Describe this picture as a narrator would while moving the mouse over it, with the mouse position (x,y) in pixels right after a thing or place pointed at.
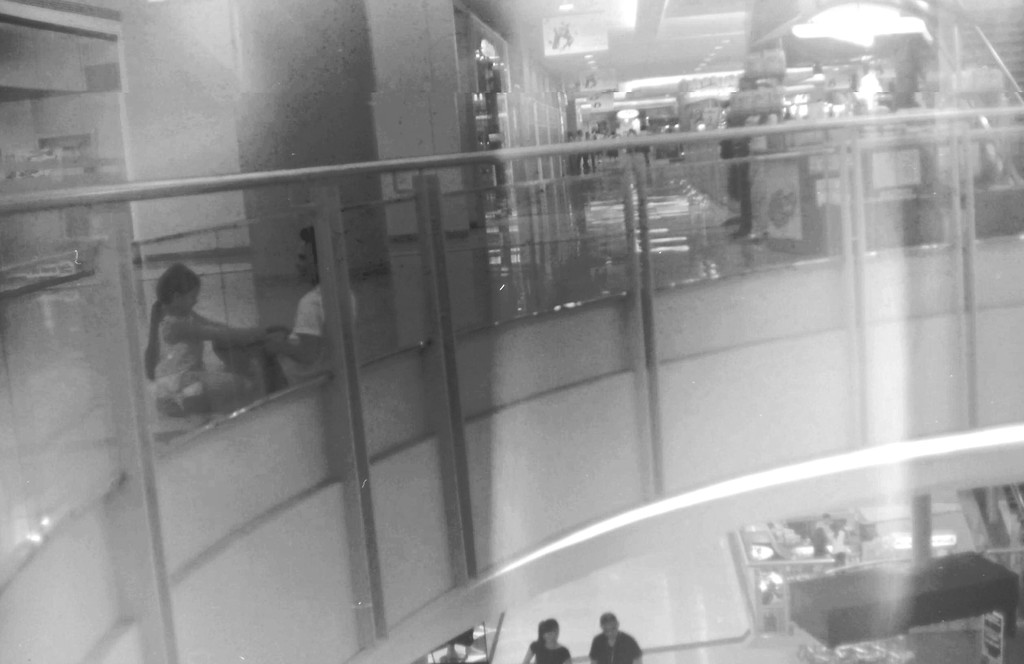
This is a black and white image. This image consists of a building (467,405). On the left side (196,362), I can see a man (309,277) and a girl (165,363) are sitting on the floor (168,430). At the bottom of the image (541,648) I can see two people (554,647) are walking on the ground (660,631) and there is a table (874,597) which is covered with a cloth (940,608). On the top (556,137) I can see a wall (542,127), few people (607,136) and some more objects (791,111).
